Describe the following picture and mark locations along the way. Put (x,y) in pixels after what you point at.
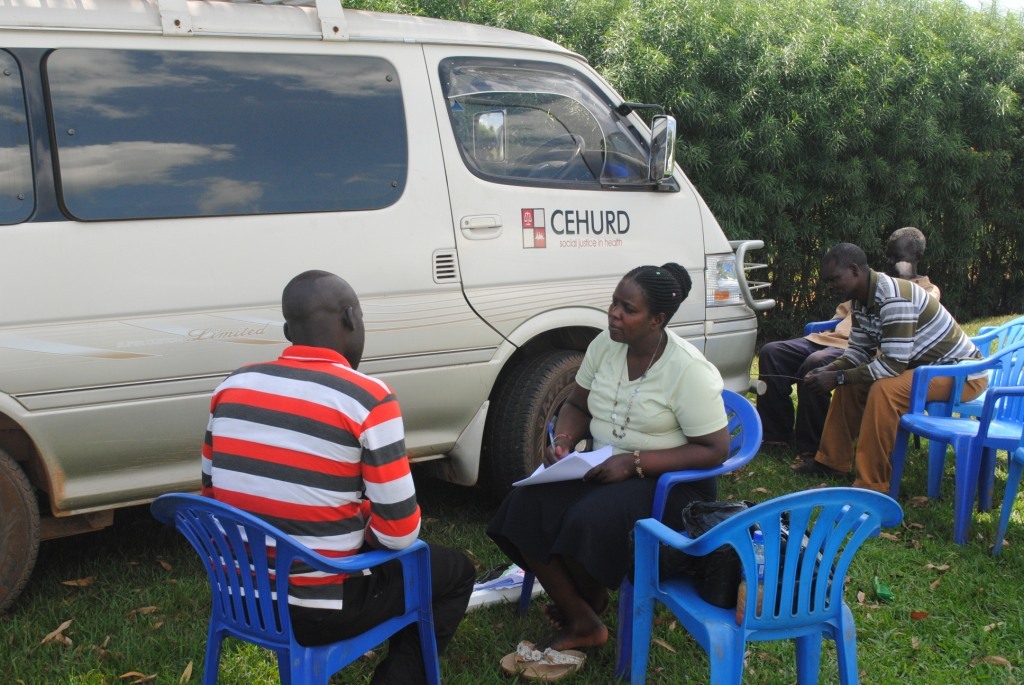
In this image we can see a group of persons (285,497) are sitting on the chair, and here is the grass (972,521), and at side here is the vehicle (486,282), and here are the trees (860,95).
